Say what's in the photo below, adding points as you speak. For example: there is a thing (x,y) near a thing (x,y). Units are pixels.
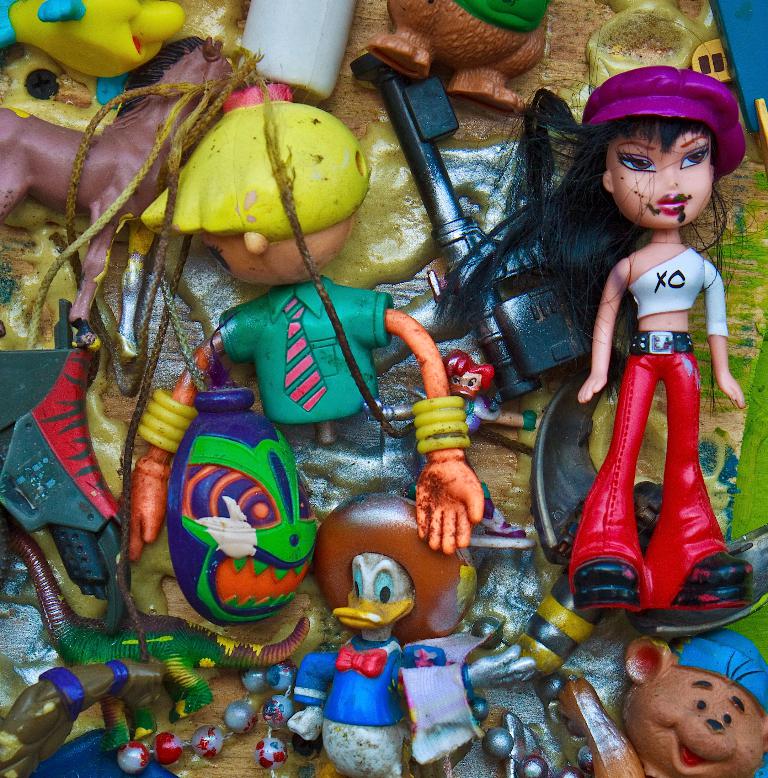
In this picture we can see many toys (279,358) in the image. In the front (373,723) we can see doll (692,508), Donald duck (353,670) and horse (77,201).
